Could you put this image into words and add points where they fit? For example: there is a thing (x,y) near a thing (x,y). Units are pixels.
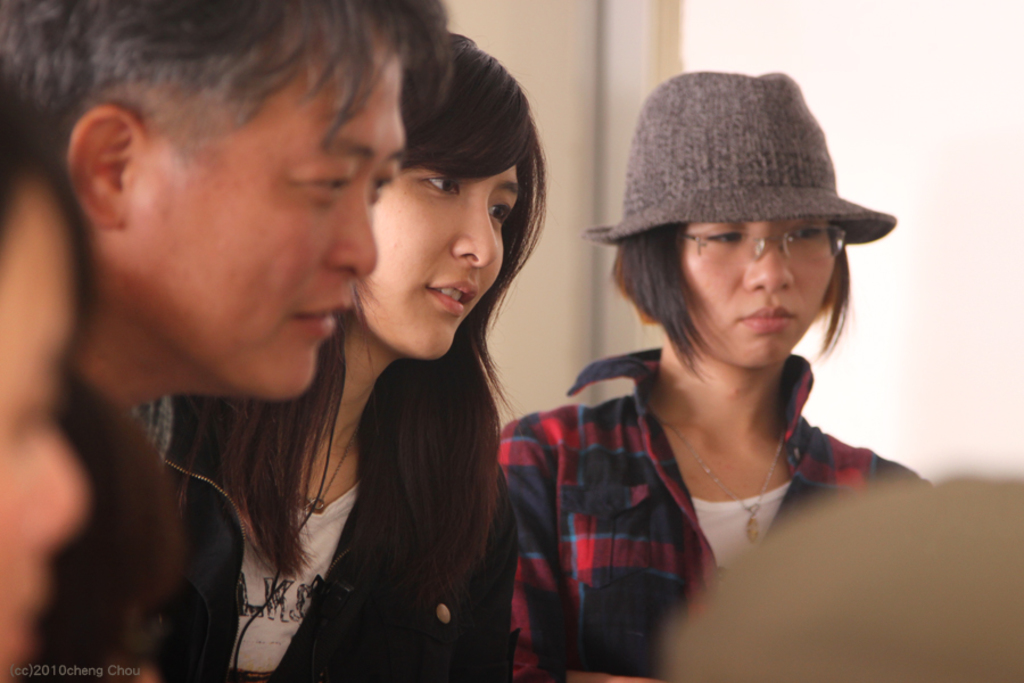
In this picture we can see there are groups of people (476,451) standing and behind the people (680,157) there is a wall (631,82) and on the image there is a watermark (119,675).
